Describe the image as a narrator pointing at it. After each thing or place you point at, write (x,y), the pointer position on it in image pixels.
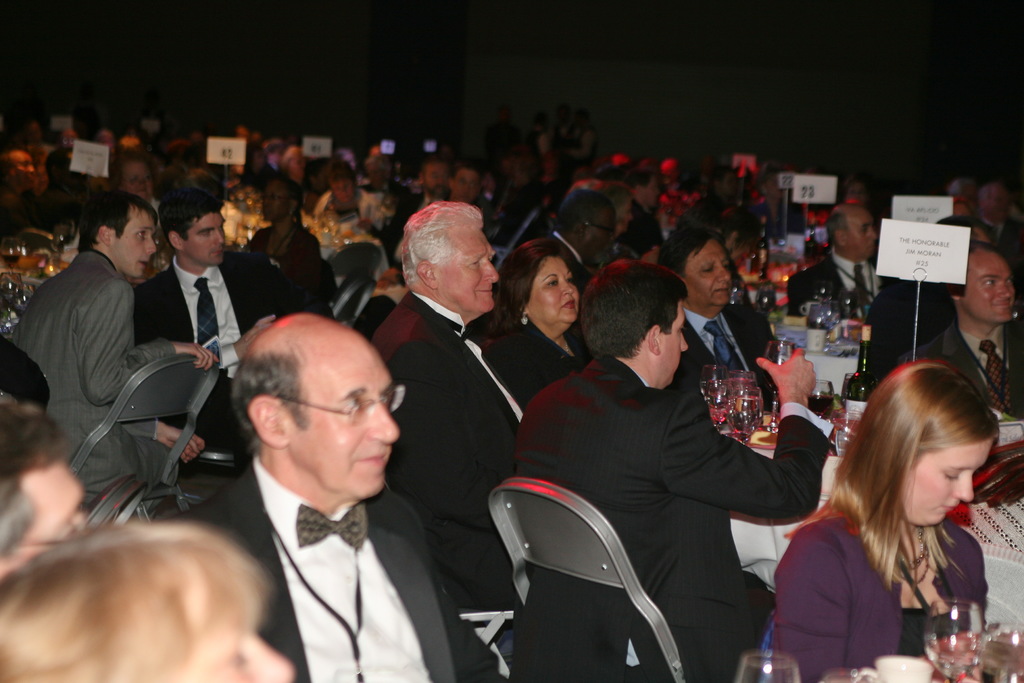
In this image we can see many people (474,294) sitting on chairs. There are tables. On the tables (817,360) there are glasses (838,311), bottles (850,382) and many other items (834,331). Also there are papers (835,199) and something written on that. In the background (215,106) it is dark.
